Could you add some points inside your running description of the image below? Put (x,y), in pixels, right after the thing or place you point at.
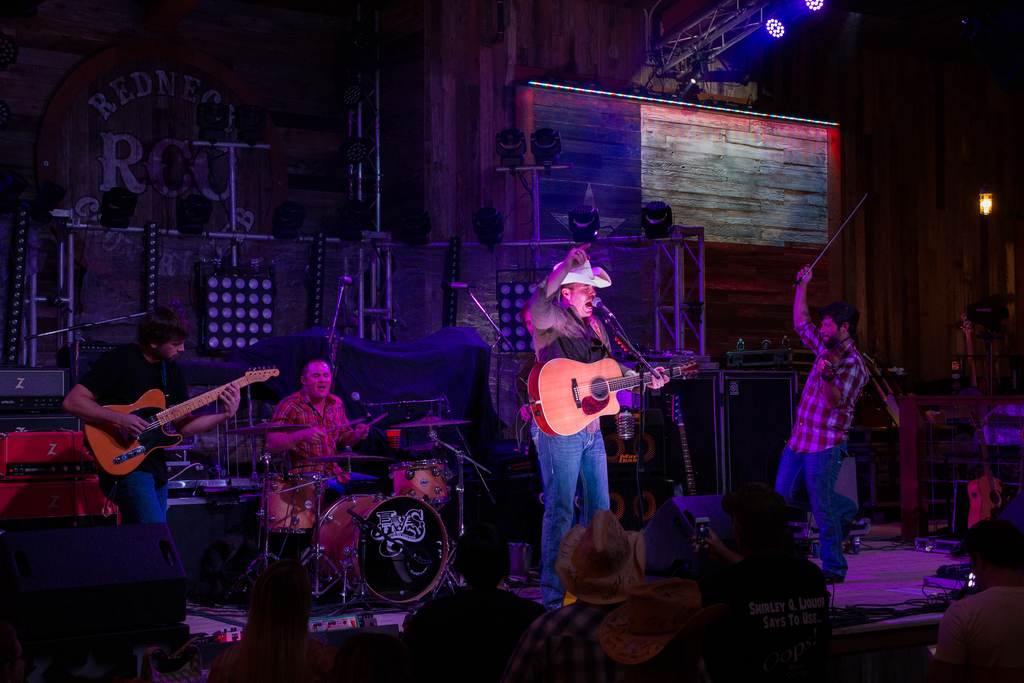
In this picture we can see four people (801,397) playing musical instruments (590,380), the man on the right side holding stick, the man (571,322) second from the right side (692,367) is holding a guitar (615,399) and singing in front of a mic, the man (193,430) on the left (187,430) is playing a guitar (160,431), the man (285,413) in the middle (362,426) is playing drums (344,455) with sticks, in the background (269,314) we can see some lights (257,322) and the wooden wall (510,103), here in the front (623,537) there are some group of people (621,541) Standing and looking at the performance.
